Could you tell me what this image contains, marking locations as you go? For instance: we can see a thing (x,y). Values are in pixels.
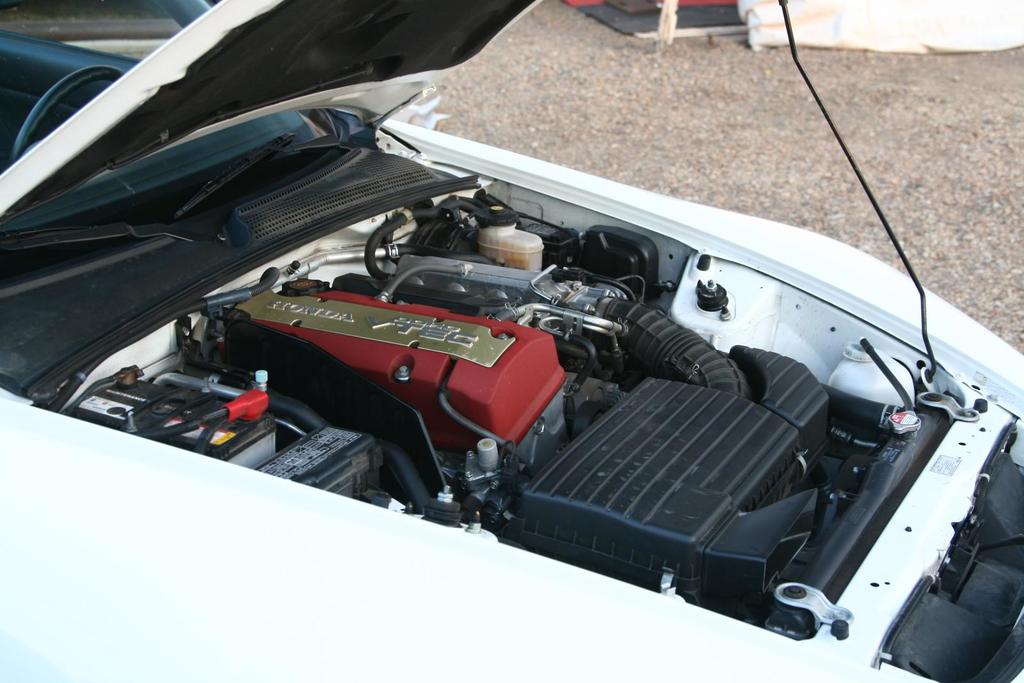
In this image in the foreground (204,335) there is one vehicle (420,569) and engine (640,451) is visible, in the background (718,105) there is walkway (662,96) and some objects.
